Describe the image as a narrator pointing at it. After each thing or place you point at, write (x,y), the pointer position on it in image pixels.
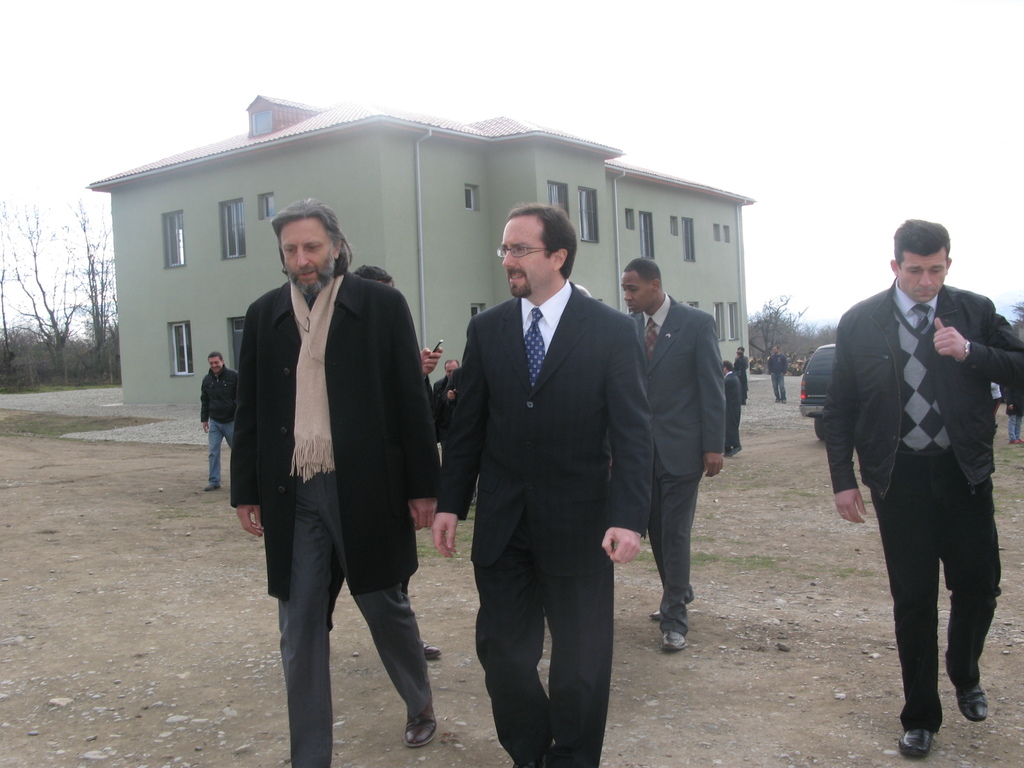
People (500,554) are walking. Few people (564,326) are wearing suit (502,339). Behind them there is a building (741,316), vehicle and trees (73,342).
